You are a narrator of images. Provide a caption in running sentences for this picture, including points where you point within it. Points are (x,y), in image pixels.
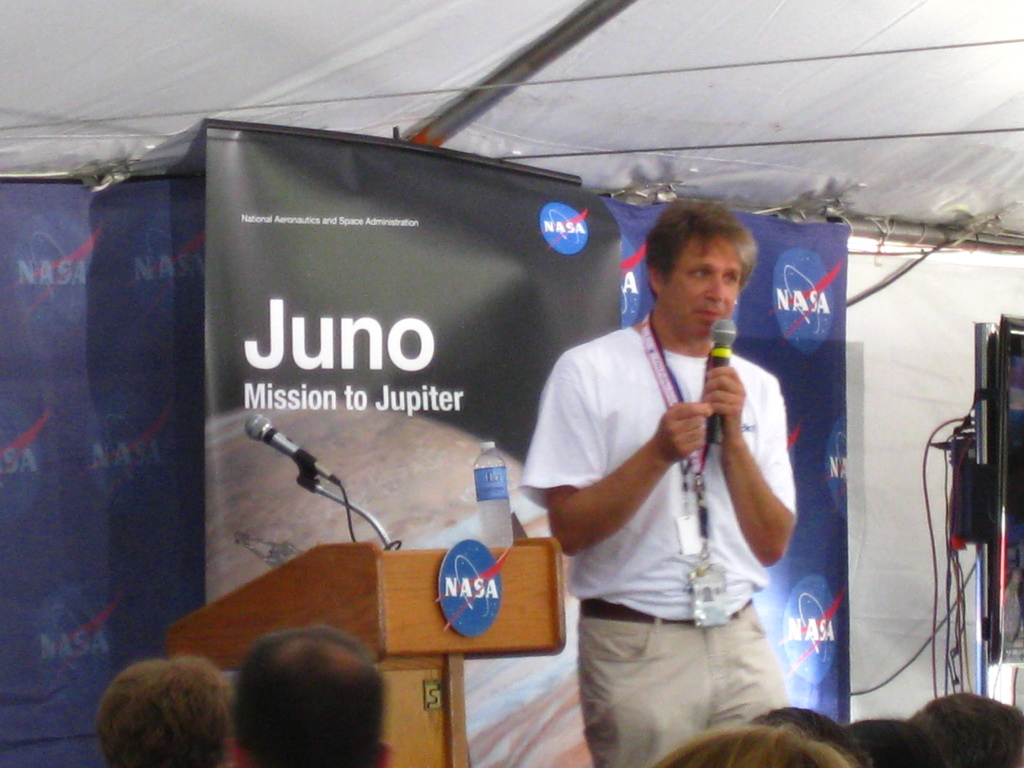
Here in this picture we can see a person (658,411) standing and speaking something in the microphone (726,346) present in his hand (702,405) and beside him we can see a speech desk (305,582), with a microphone (273,437) on it and a water bottle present on it and behind him we can see a banner (356,534) present and in the front (198,758) we can see people (972,707) sitting and listening to him over there.
